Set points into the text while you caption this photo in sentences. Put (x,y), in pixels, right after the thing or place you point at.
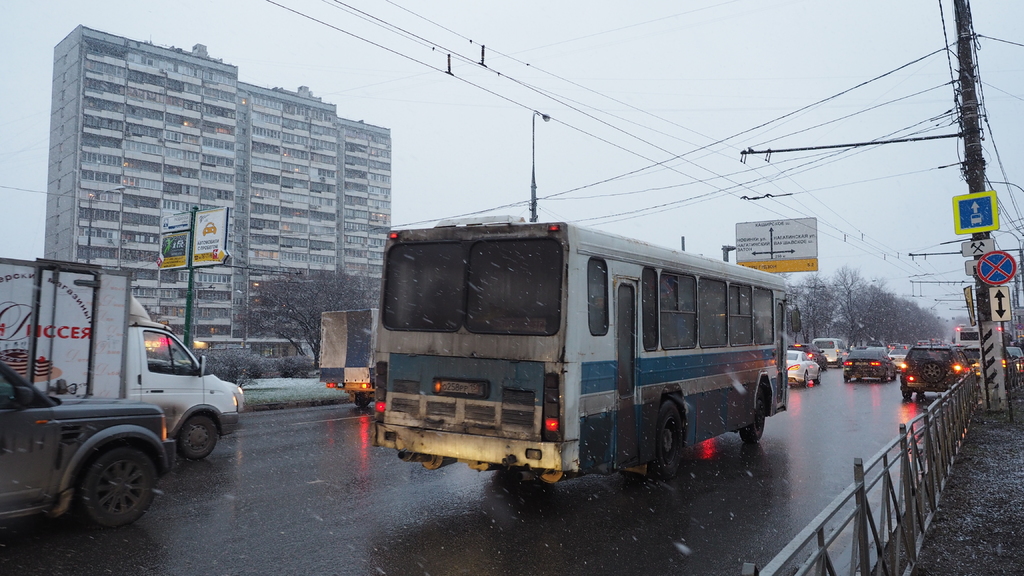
In this image we can see there are many vehicles (478,441) moving on the road (842,362). On the right side of the image (945,436) there is a railing (917,471) and a utility pole (999,362). In the background (569,199) there is a building (236,243), trees (289,305) and sky (440,127).
